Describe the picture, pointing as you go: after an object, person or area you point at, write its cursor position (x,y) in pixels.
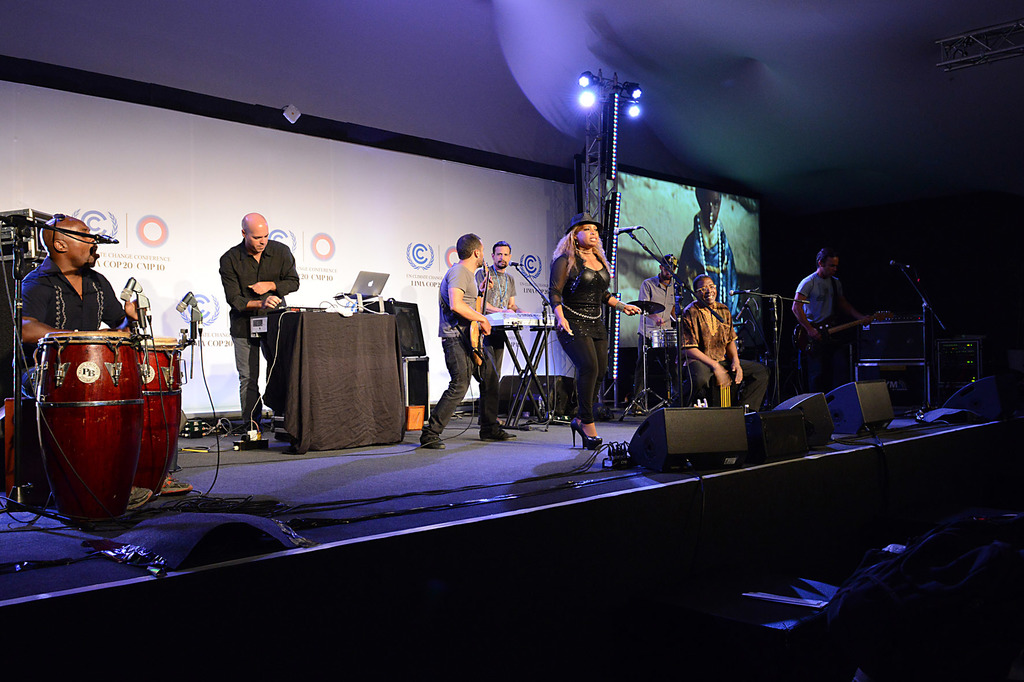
So many people (573,421) on the stage (565,432). one woman (570,324) is singing and other people (471,307) are playing guitars (472,331), keyboard (516,325) and drums (139,415). one person (265,291) is standing and one table (364,357) is there and one laptop (371,287), behind the people (692,313) one screen (672,233) is there, there are the speakers (799,446) and spotlights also there, backside of the people (294,266) there is a big cloth (138,247) some text (107,260) written on it and lights (631,111) also there. Woman (582,228) is wearing a hat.
